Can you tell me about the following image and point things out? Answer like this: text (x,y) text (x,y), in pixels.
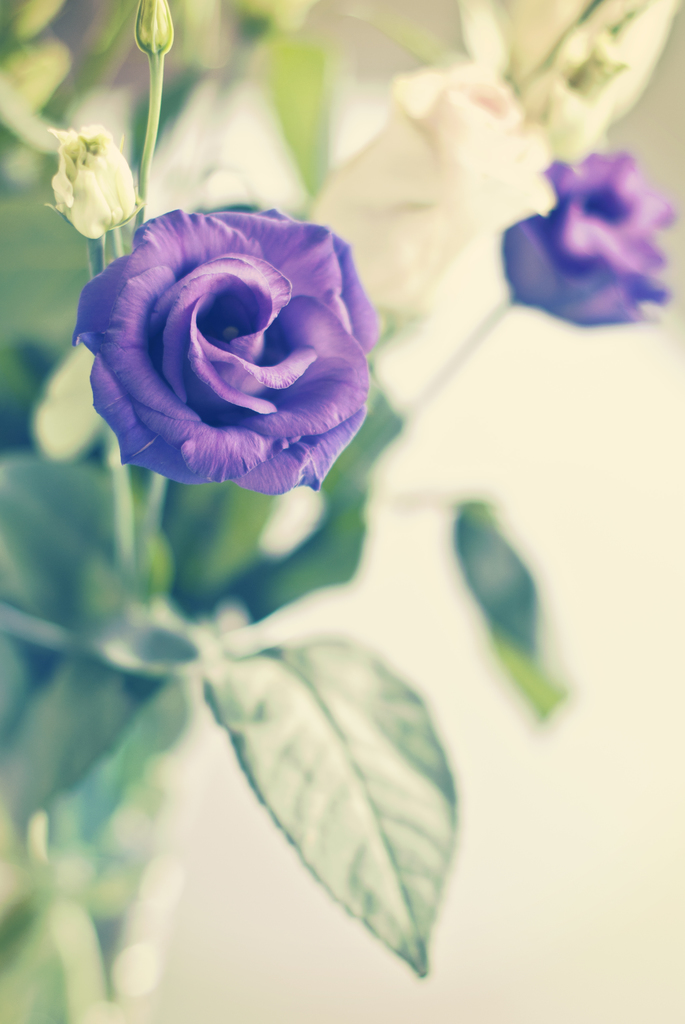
There are two flowers (269,337) on a plant (227,487) as we can see in the middle of this image (237,514).
